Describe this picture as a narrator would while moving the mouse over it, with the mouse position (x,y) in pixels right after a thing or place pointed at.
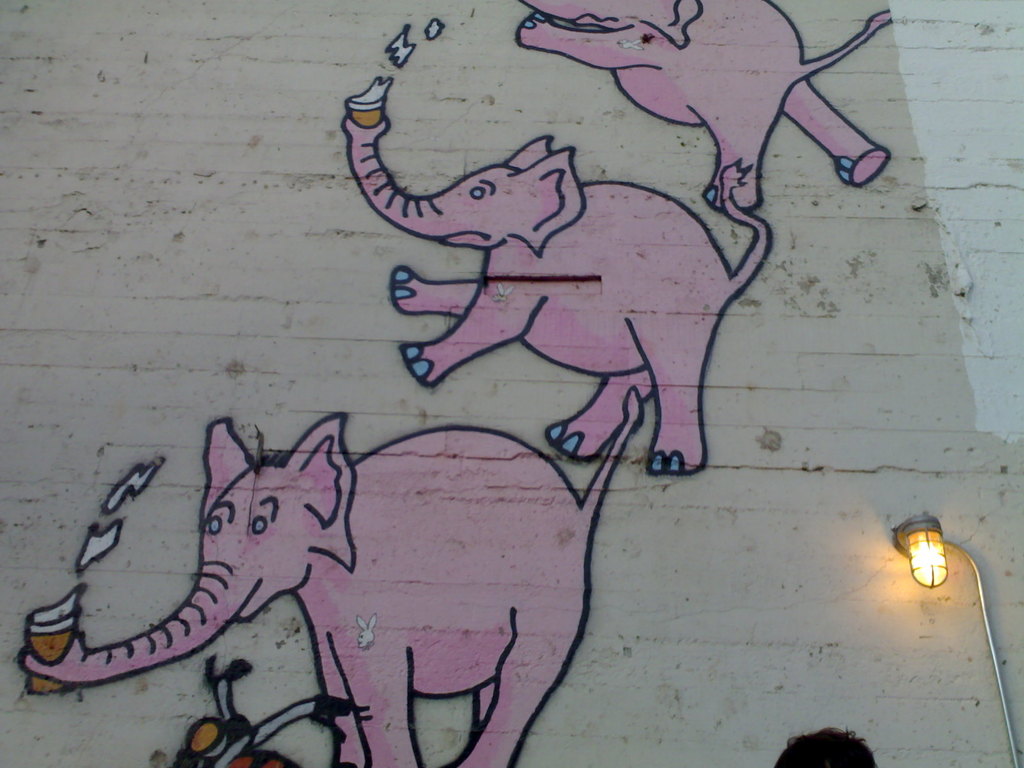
In this picture, we see a wall painting (496,537). In this picture, we see the elephants (418,544) in pink color are drawn on the wall (568,414). On the right side (934,559), we see the light (982,596). At the bottom of the picture (798,747), we see the head (803,735) of a person (799,736).
